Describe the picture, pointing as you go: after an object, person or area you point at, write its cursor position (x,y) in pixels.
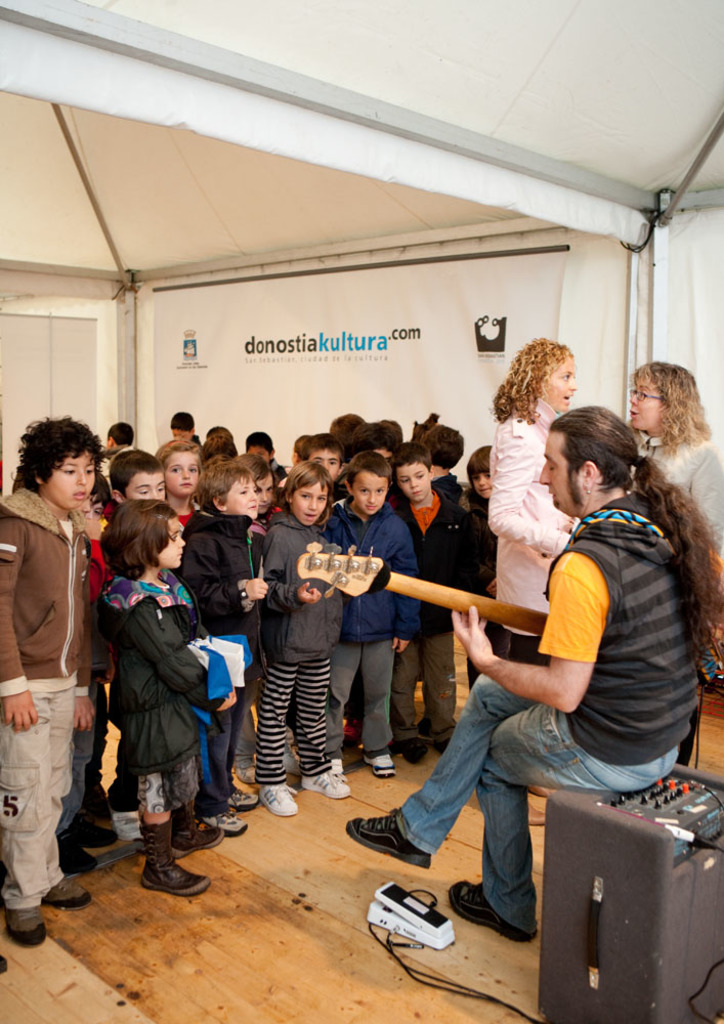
In this image there are group of children (115,511) standing in room (333,827) and in front of them there is a person (713,608) sitting on the speakers (722,858) and playing guitar (318,546), beside him there are two other people (686,441) standing, also there is a display board (265,292) beside the crowd (318,534).
